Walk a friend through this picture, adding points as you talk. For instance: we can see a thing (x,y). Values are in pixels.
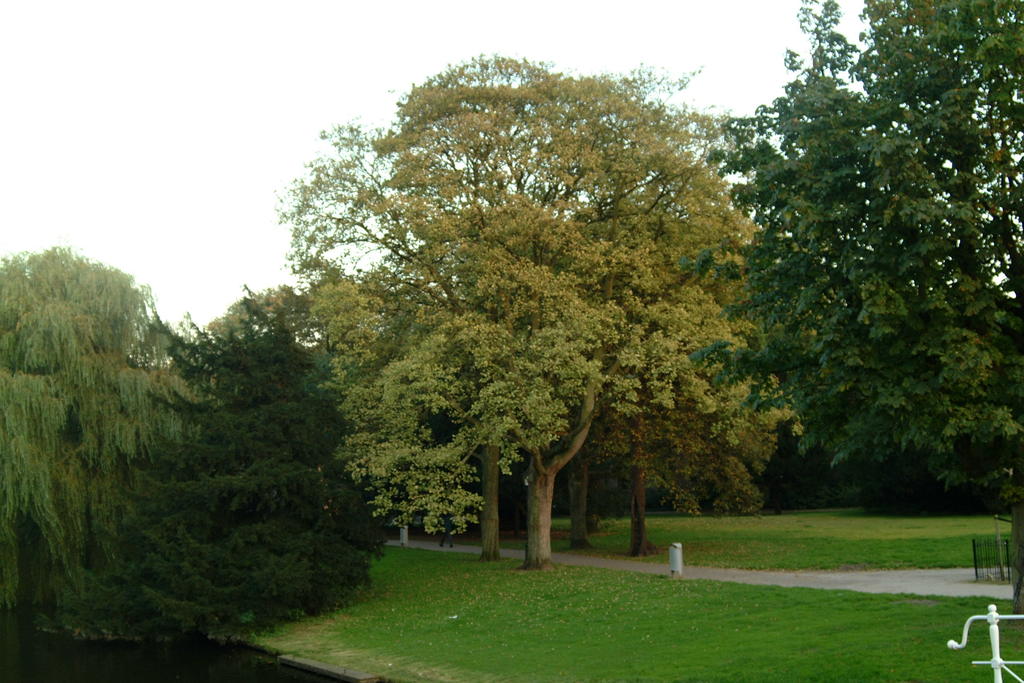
In this image we can see a group of trees (566,242), some grass (868,603), a pathway (907,583), a fence (995,572), the metal poles (999,682) and the sky (269,235) which looks cloudy.
